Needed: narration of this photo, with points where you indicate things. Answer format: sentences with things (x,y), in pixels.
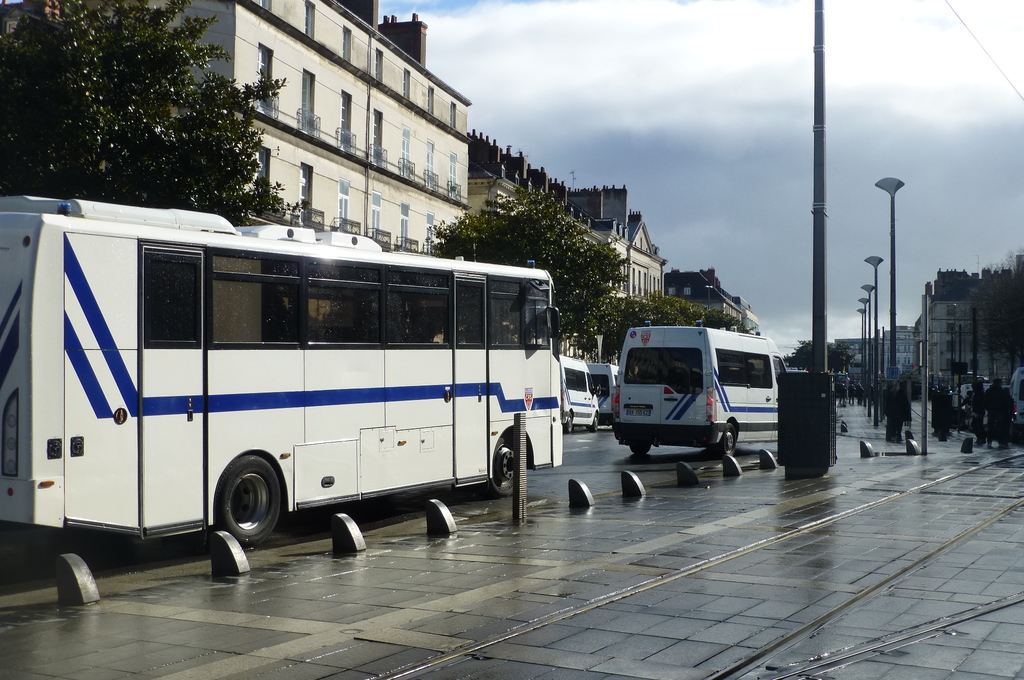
In this image we can see there is a road (641,470). On the road (575,443) there are some vehicles (658,406) which are passing and some poles (826,270). In the either sides of the road (606,434) there are buildings (942,348) and trees (558,224). In the background of the image (697,195) there is a sky (812,155).
